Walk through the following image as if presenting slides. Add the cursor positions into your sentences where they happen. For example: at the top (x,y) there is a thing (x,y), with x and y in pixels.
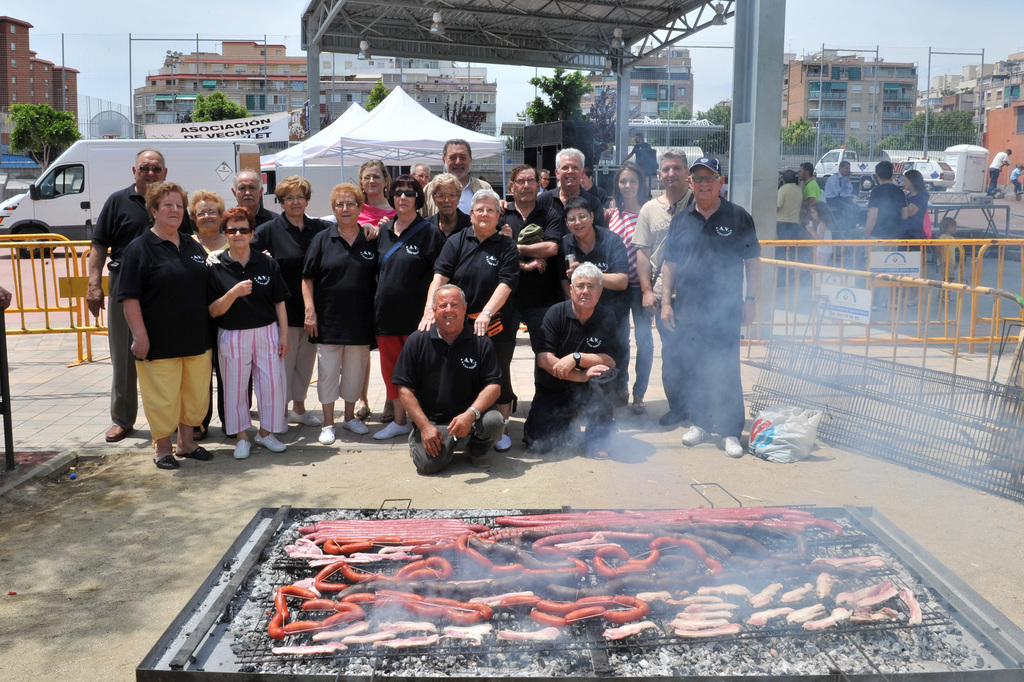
In this image there are groups of persons (449,283), there is the sky (162,28), there are buildings (448,94), there are trees (218,102), there is a banner (233,125) on which text (212,127) is written, there are tents (353,137), there are food (440,590) on the surface (779,574), there is a pole (9,407) truncated towards the left of the image (9,421), there are grills (901,394) truncated towards the right of the image (952,409), there are buildings (991,95) truncated towards the right of the image (989,98).
